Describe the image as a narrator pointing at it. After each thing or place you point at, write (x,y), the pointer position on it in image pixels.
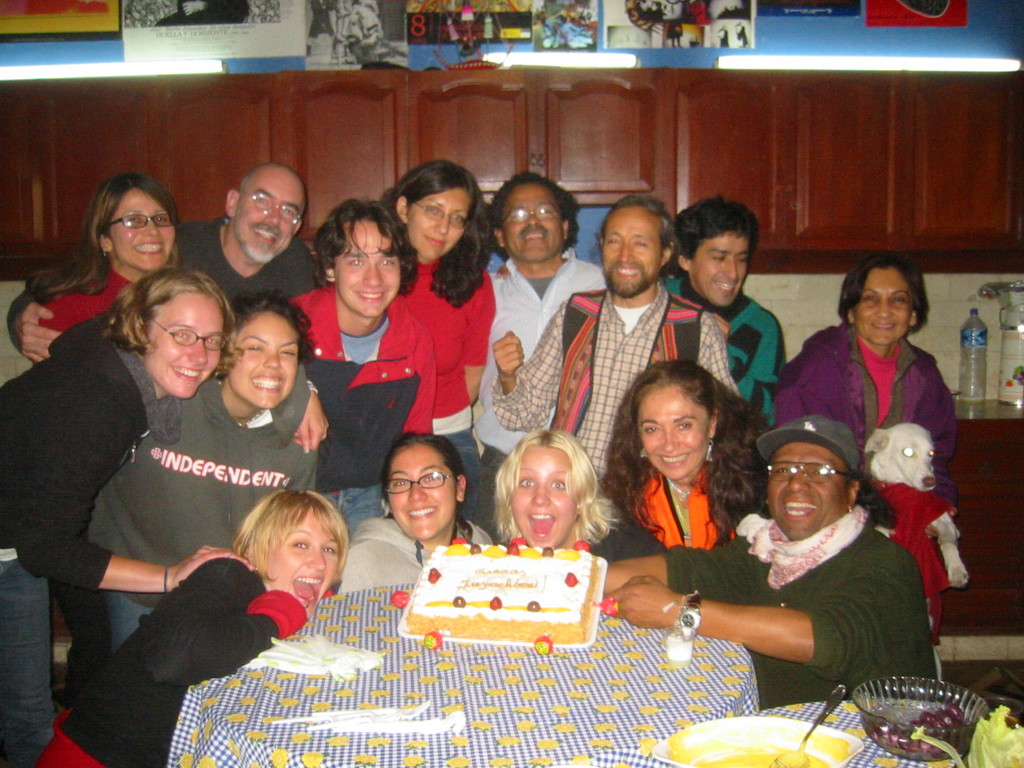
In this image we can see some group of persons (333,485) standing and posing for a photograph, there is a cake (496,582) and tissues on the table (478,696) and in the background of the image (679,123) there are some cupboards (679,123) and there are some objects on the desk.
